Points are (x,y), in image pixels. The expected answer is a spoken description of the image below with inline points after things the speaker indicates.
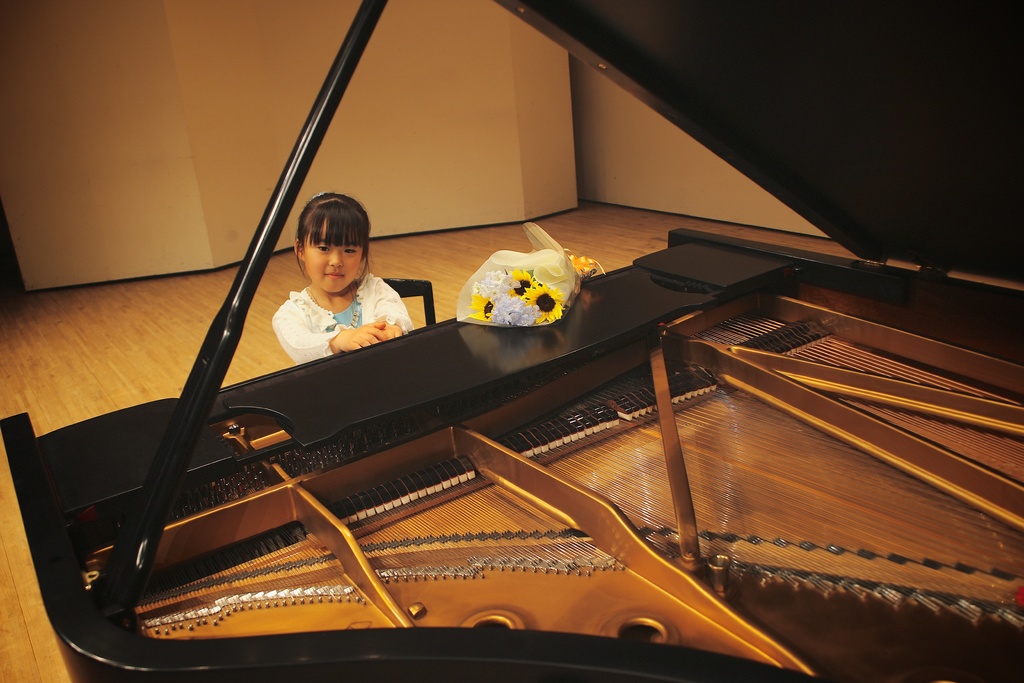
In this image there is a child (369,254) sitting in front of the piano (545,398) and there is a bouquet (554,299), in the background (331,125) there is a wall (384,111).
